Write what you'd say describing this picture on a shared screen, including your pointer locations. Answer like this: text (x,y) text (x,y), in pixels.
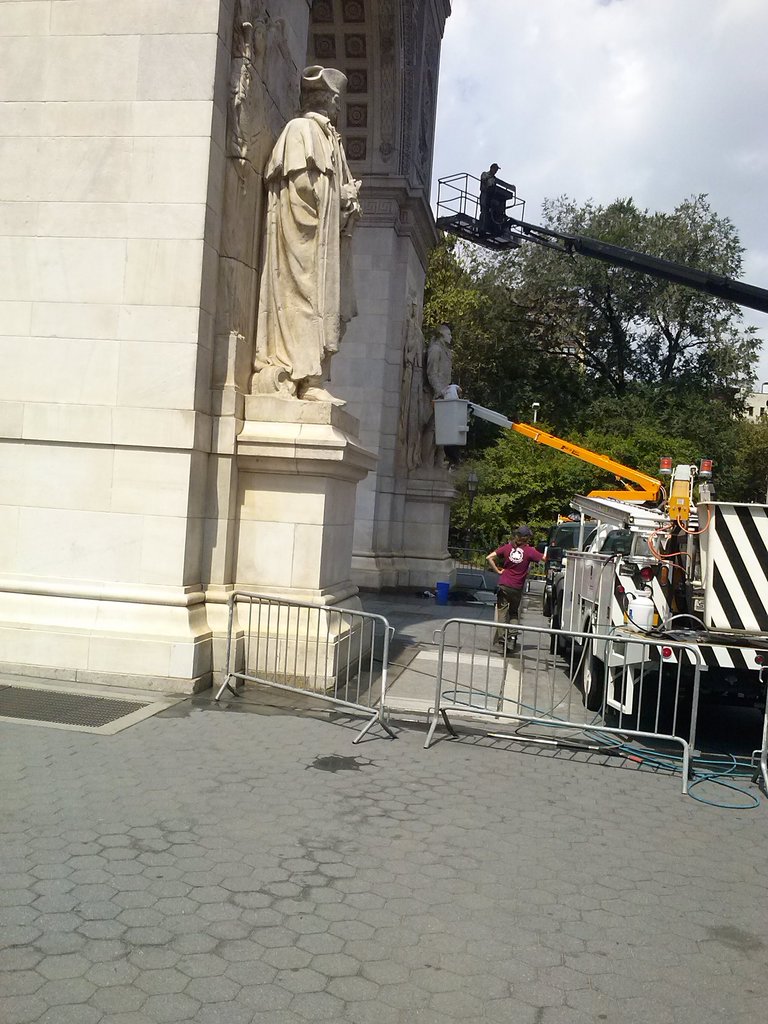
This is an outside view. On the right side (650,601) there is a vehicle (613,588) on the ground (510,845). Beside the vehicle (598,561) a person (512,570) is standing and also I can see the railings (472,692). On the left side (117,329) there is a building (337,394) and I can see two statues (294,212) on the pillars (300,500). In the background (569,389) there are some trees (576,372). On the right side (526,238) there is a crane (659,275) and a lift (593,455). At the top of the image (620,79) I can see the sky (571,72).
